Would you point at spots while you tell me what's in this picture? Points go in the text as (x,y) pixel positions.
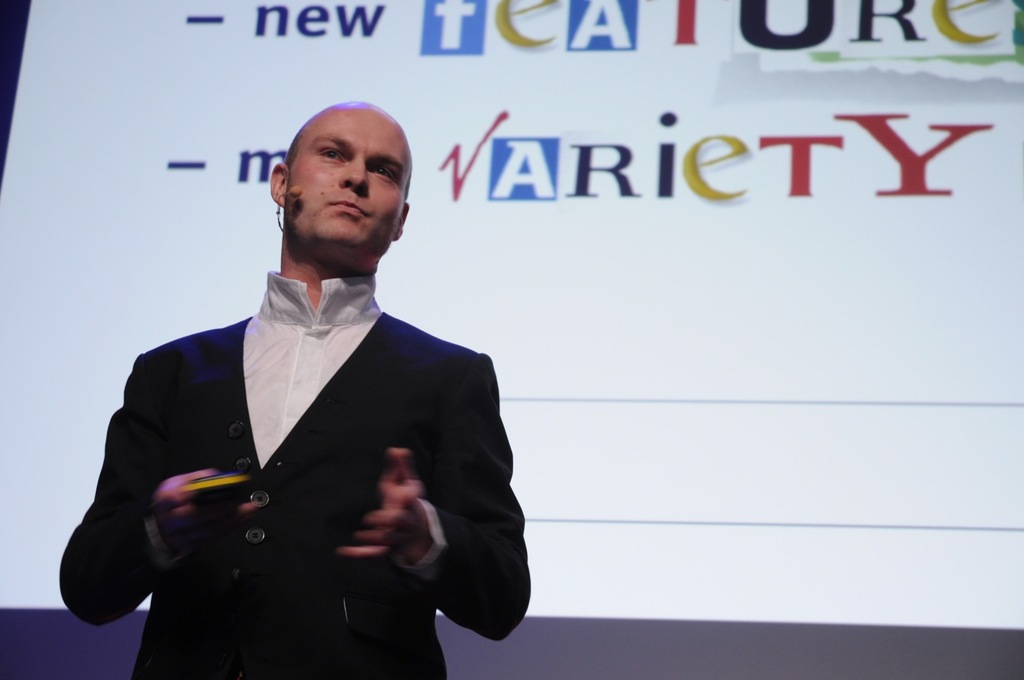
In this image in the front (296,420) there is a man (308,404) standing and in the background (559,244) there is a screen (678,281) with some text (617,176) displaying on the screen (627,121).
